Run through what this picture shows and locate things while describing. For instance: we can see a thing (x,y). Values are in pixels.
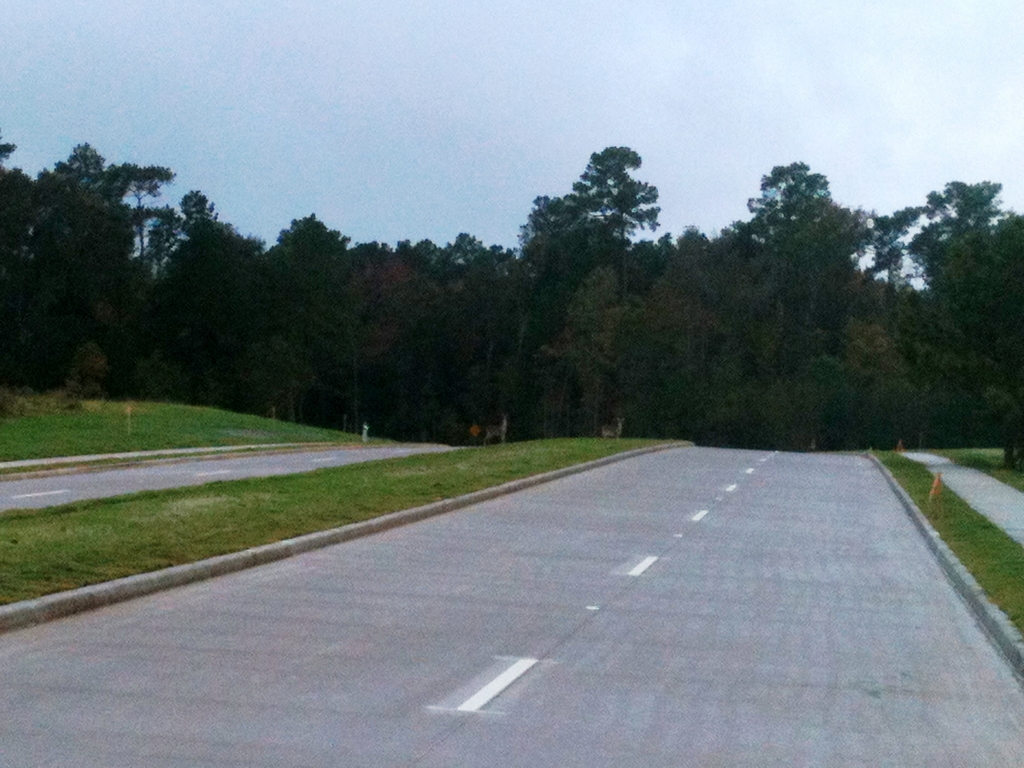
In the image we can see a road (490,608), grass (417,466), trees (436,323) and a pale blue sky (437,120).
